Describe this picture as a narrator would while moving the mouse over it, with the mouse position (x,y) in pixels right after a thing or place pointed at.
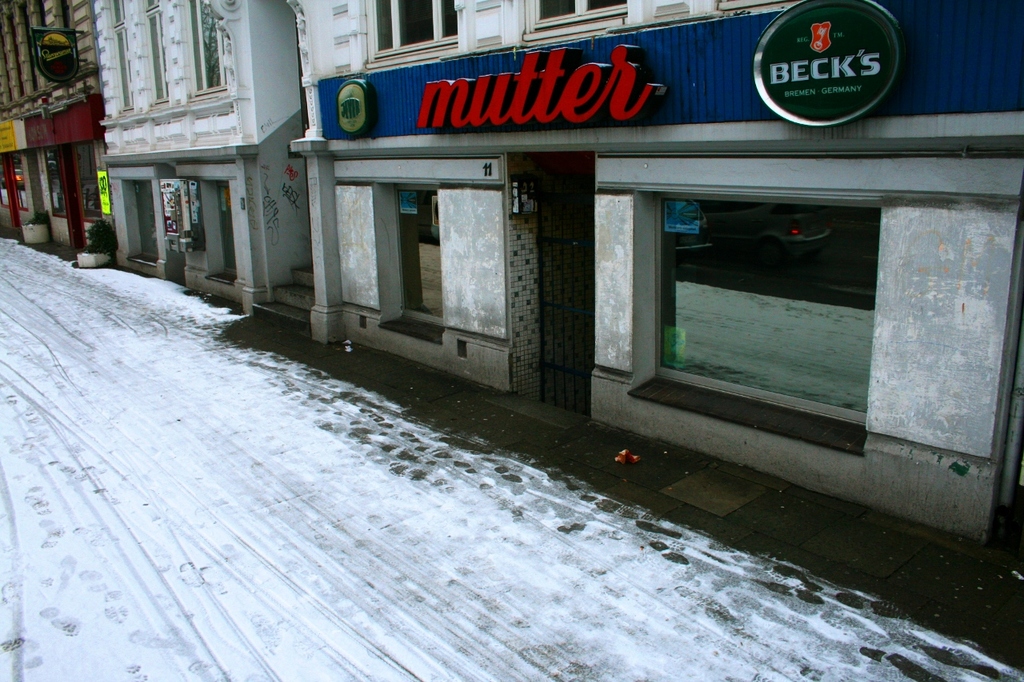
In this image we can see snow (662,576) on road (723,546), stalls (428,255), buildings (144,45), name boards (732,46) and house plant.
